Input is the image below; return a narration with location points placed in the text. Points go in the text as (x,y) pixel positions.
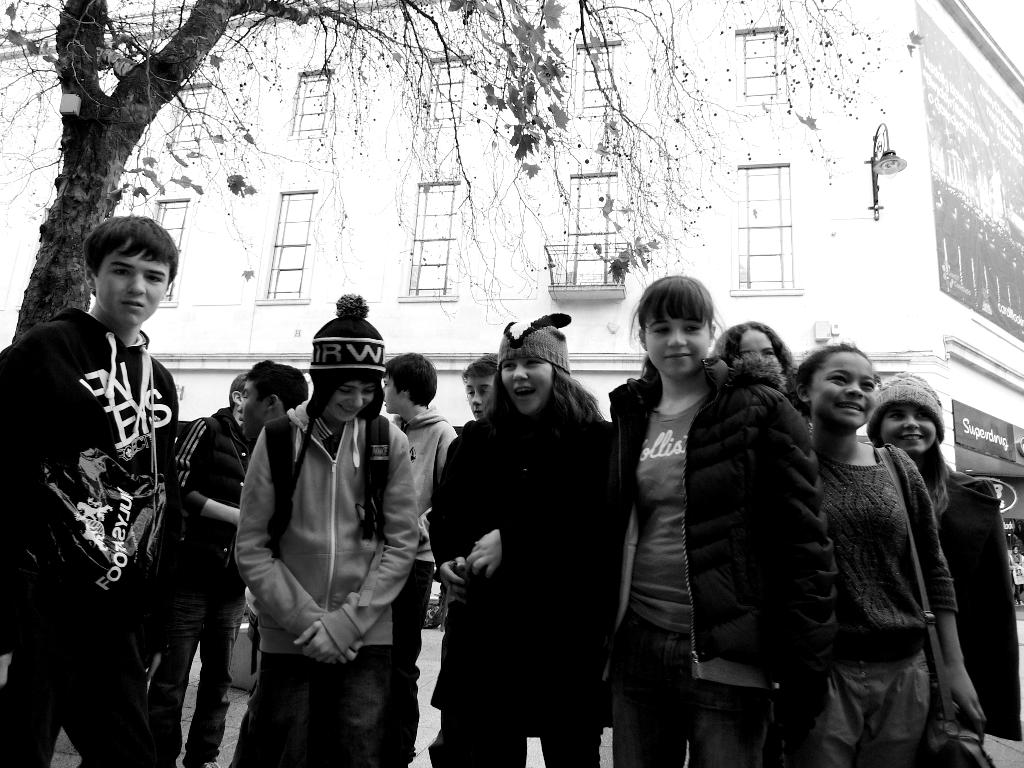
It is a black and white picture. In the center of the image (500,497) we can see a few people (512,520) are standing and they are smiling. Among them, we can see a few people (323,509) are wearing hats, few people (597,509) are wearing jackets (585,512) and few people (462,579) are holding some objects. In the background (548,257) there is a building (584,237), windows (298,192), banners (954,197), one tree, one person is standing and holding some objects (1021,571) and a few other objects (988,475).
